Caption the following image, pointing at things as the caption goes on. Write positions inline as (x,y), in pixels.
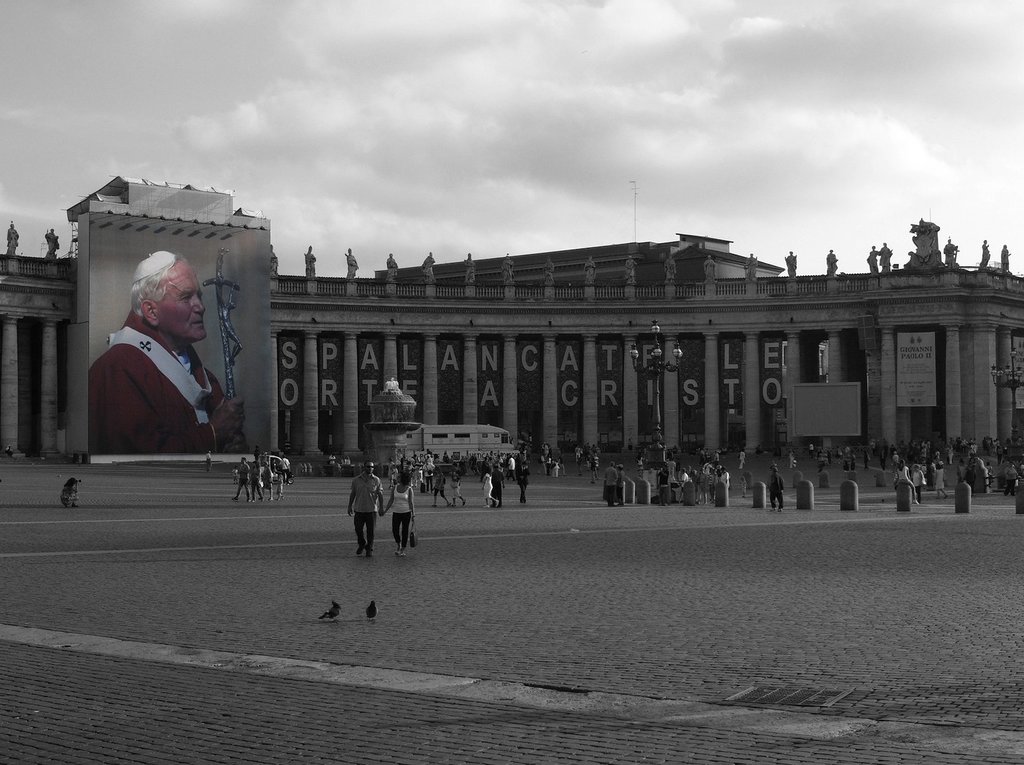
In this image I can see building (587,373) and I can see a person image (189,282) on the building (536,331), in front of the building (272,406) I can see there are few persons (920,487) walking on the road (453,595), at the top (380,198) I can see the sky (738,131) and the sky (563,187) is cloudy.
